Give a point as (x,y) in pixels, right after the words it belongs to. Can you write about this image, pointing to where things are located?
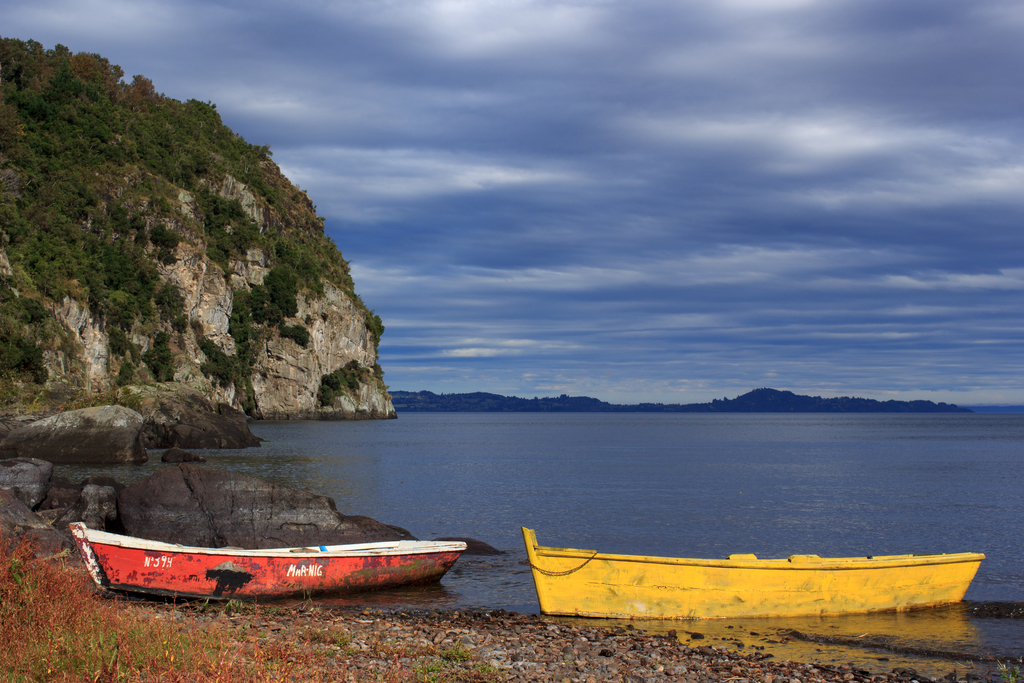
There are two boats (418,584). One is yellow in color and the other one is red in color. This looks like a hill (89,235). These are the trees (111,317) and plants (303,253). I can see the rocks (217,493). Here is the water (709,476) flowing. These are the clouds (472,369) in the sky (765,242).
